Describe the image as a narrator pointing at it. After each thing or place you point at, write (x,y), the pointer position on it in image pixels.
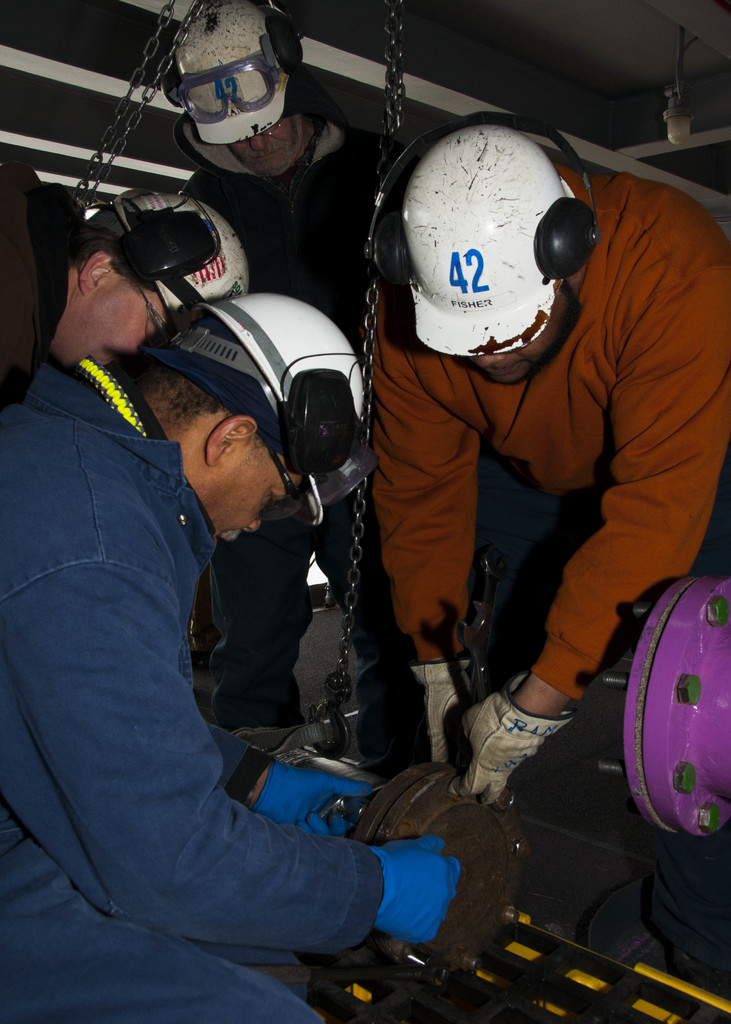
In this image I can see four people (116,496) with different color dresses (111,413) and also helmets (293,325). I can see few people (364,937) are holding the metal object (392,825). To the side I can see one more object (629,726). These people (410,330) are inside the building (366,15).
